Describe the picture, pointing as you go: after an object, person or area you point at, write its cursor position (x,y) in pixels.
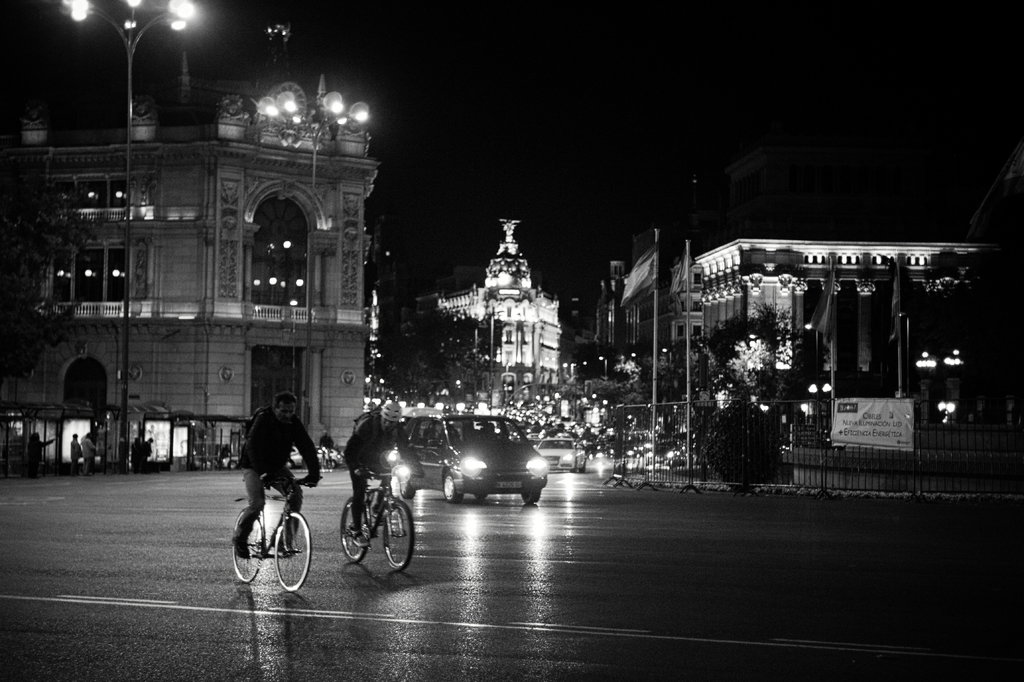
Here in this picture we can see a couple of men (358,452) riding bicycles (277,501) on the road (326,543) and behind them we can see number of cars (480,440) also present over there and we can see buildings (260,304) present all over there and we can see plants (712,431) and trees (485,361) present here and there and we can also see light posts (127,10) present and flag posts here and there and we can also see people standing and walking on the road (127,491) over there.
